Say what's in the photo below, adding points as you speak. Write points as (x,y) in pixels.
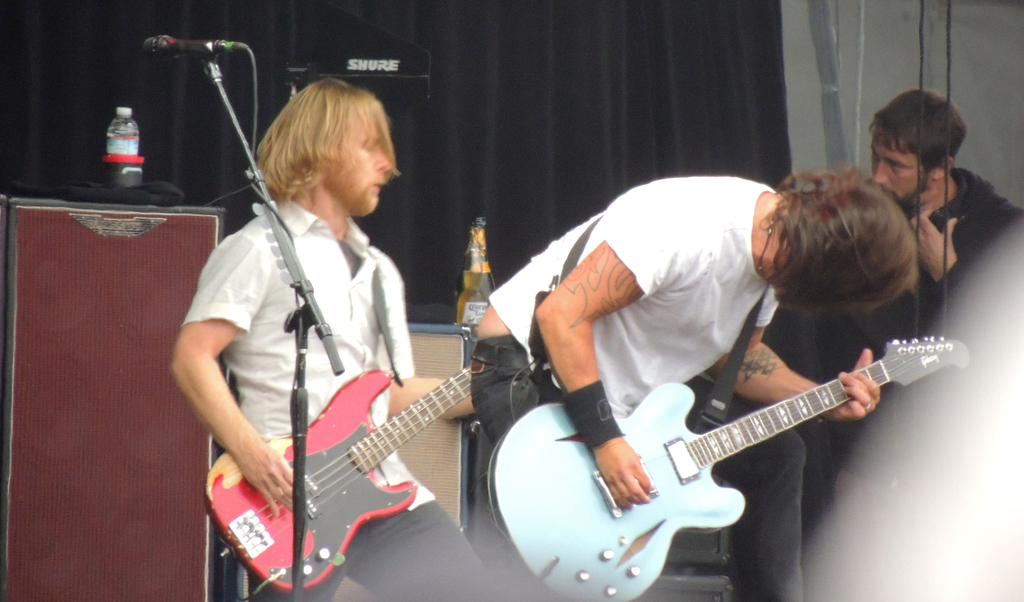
There are three members (364,299) in this picture. Two of them were playing guitars (370,491) in their hands (640,464). There is a microphone (150,50) and stand (290,267) here. In the background (150,435) there is a speaker (127,256) on which a water bottle (122,151) was placed. There is a black cloth (530,123) here.
